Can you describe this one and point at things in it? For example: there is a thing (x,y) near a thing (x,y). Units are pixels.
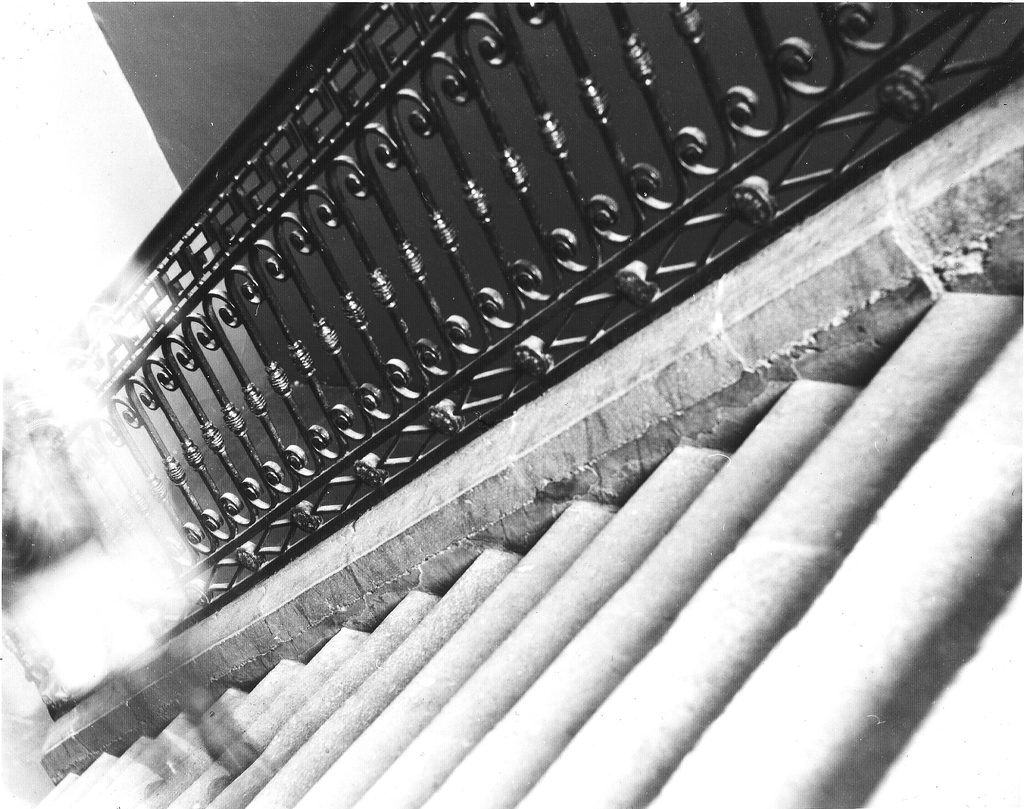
This image is a black and white image. This image is taken indoors. In the middle of the image (433,513) there is a staircase (312,612) with a few stairs (473,599) and a railing (477,325). In the background (174,112) there is a wall (166,116).
